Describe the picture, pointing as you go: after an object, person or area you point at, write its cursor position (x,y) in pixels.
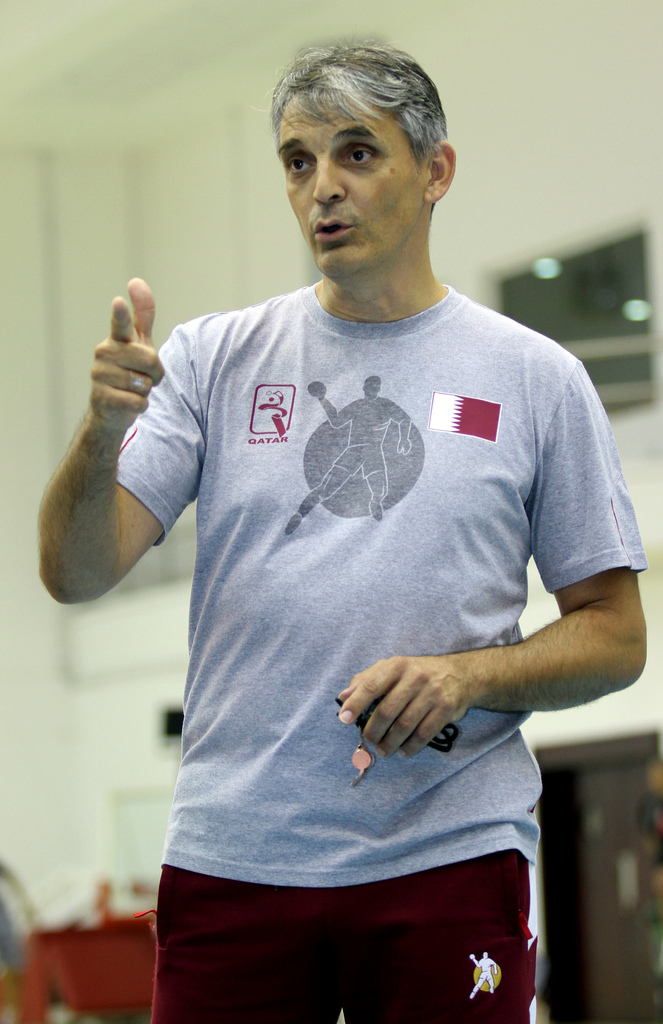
In this image we can see there is a person (267,889) standing in room (623,782) holding keys (362,743) in hand (381,752), behind him there is a wall (637,69).
